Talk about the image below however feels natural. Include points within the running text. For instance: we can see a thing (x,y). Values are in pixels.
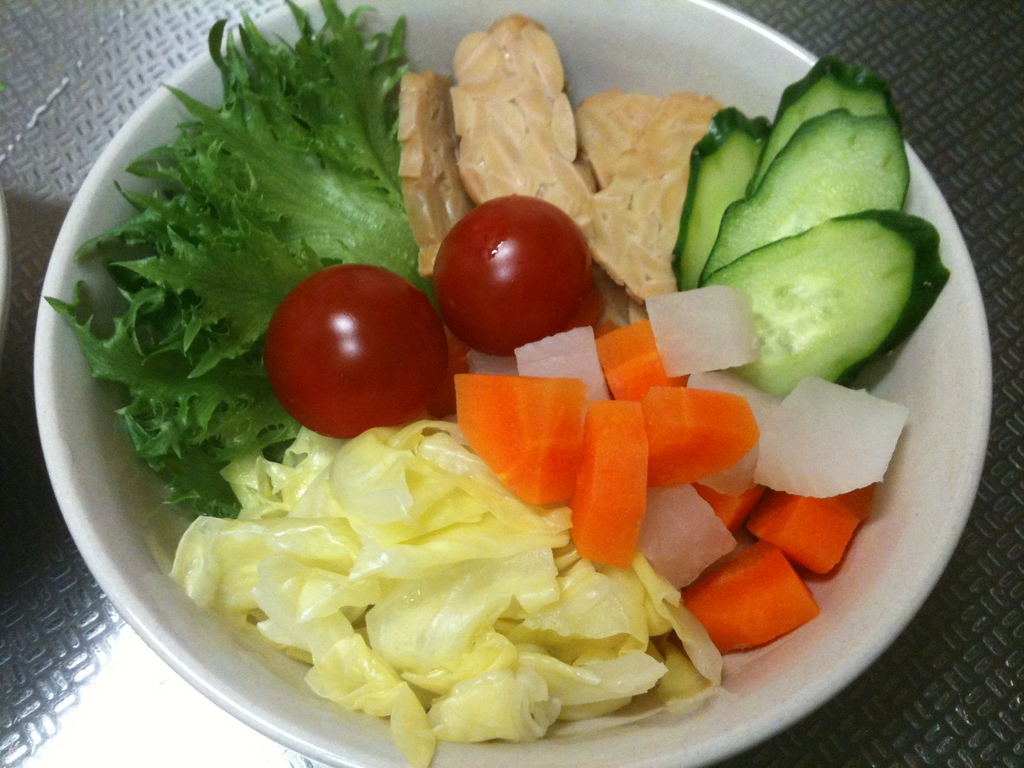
In the center of the image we can see an object (969,746). On that object (969,746), we can see a bowl (131,600). In the bowl (788,707), we can see some food items (618,443).
